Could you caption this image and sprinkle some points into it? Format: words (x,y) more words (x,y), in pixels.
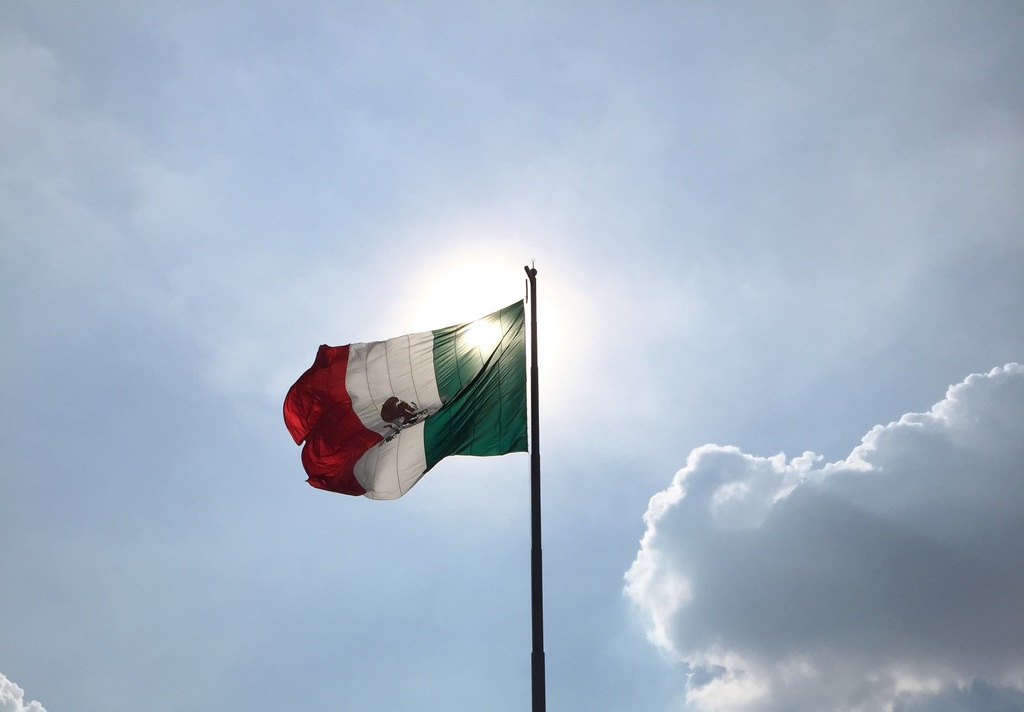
In this picture there is a flag (384,372) on the pole (532,434). At the top (411,159) there is sky (645,105) and there are clouds (834,557) and there is a sun (487,267) and the flag (426,346) is in red, white, green and in black colour.
